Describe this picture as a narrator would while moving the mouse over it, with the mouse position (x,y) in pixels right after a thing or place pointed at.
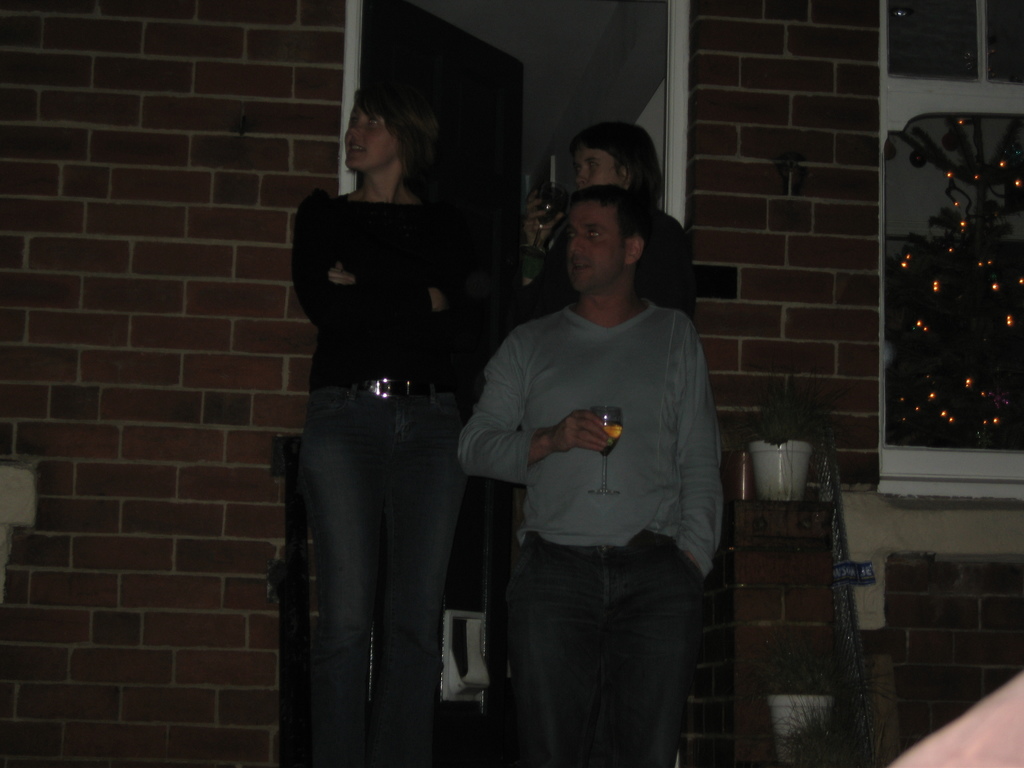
In this image we can see three persons (561,455) two of them holding a glass (537,208) of drink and standing in front of the door (499,654), beside them there is a plant pot (801,487) and a wall (153,358) with red bricks (161,507).
